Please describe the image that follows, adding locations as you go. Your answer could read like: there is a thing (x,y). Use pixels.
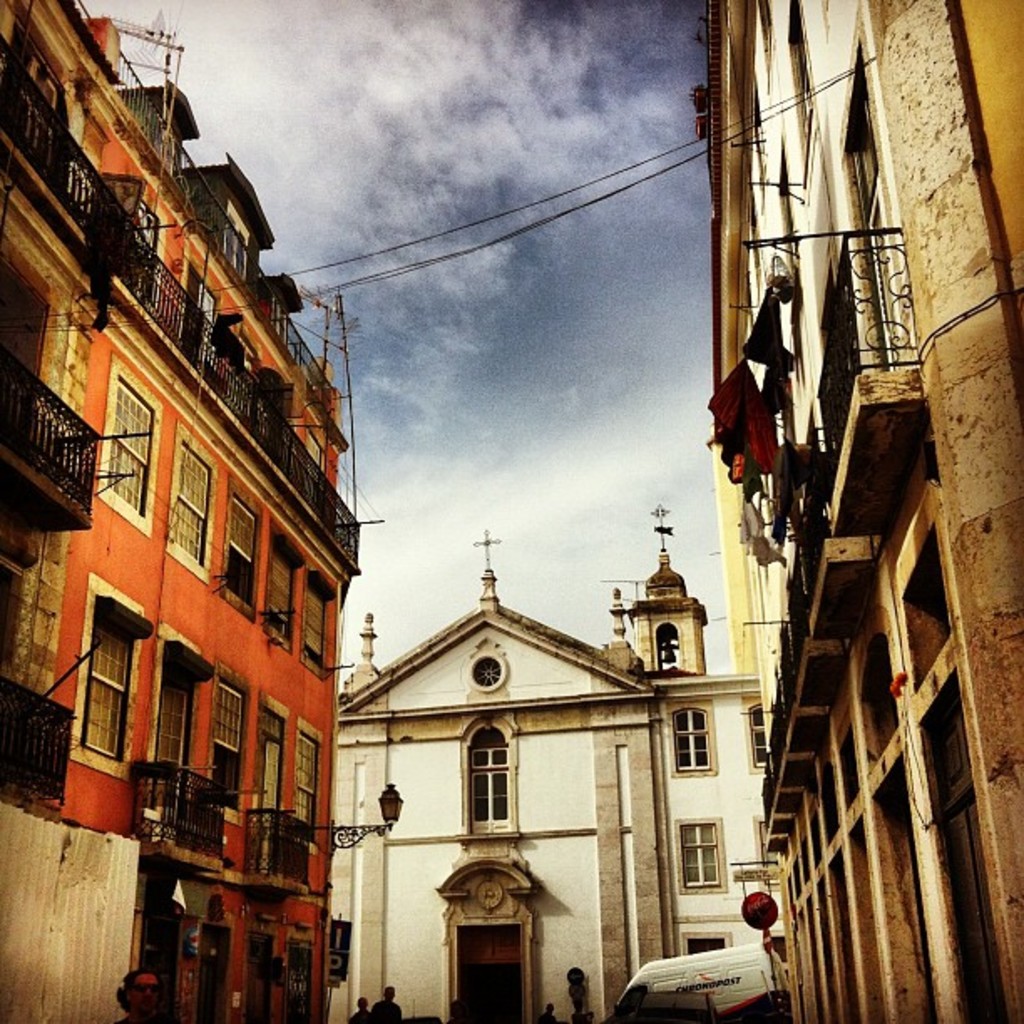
In this picture there is a building (239,582) on either sides and there are few wires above it and there are few people (389,1010) and vehicles (662,999) in between the buildings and there is another building (511,792) in the background (527,783).
